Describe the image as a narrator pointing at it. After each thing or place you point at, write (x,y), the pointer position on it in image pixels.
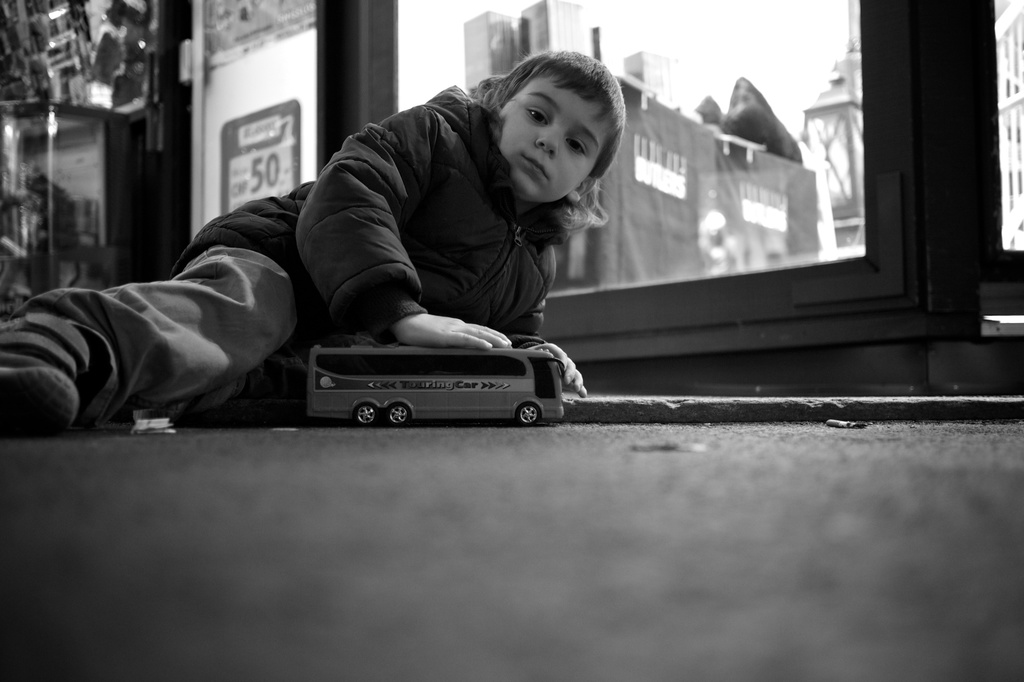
In this image we can see a kid (429,336) lying on the surface (725,515) holding a toy (468,384). And we can see the glass window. The background (198,137) is not clear.
